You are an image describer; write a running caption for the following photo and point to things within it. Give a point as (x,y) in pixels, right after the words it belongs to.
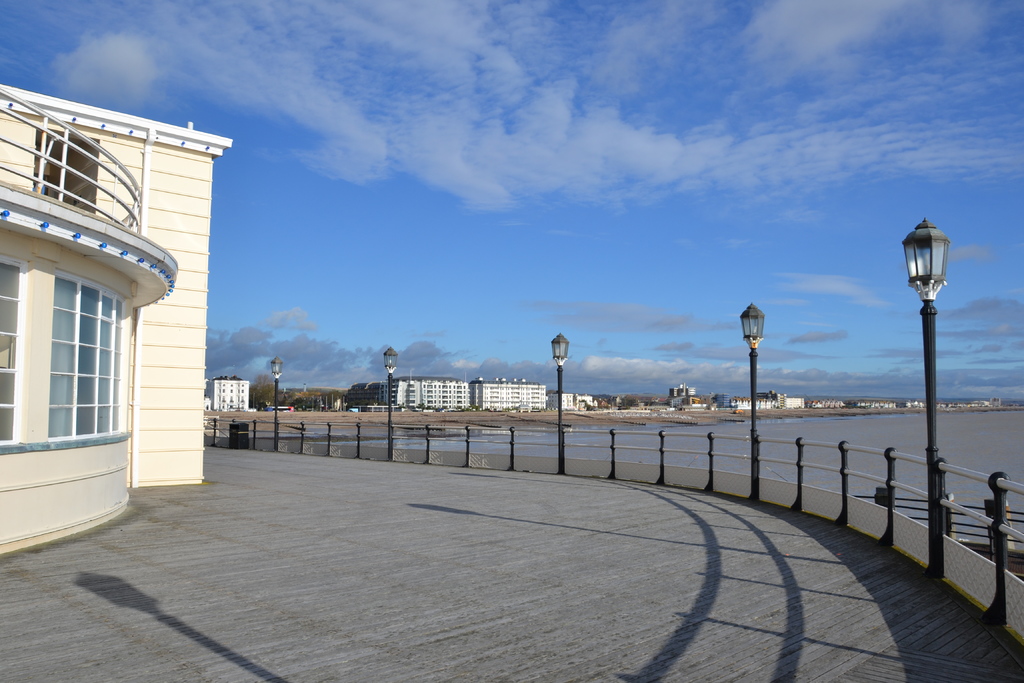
This picture is clicked outside the city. At the bottom of the picture (589,567), we see a road (657,592). Beside that, we see an iron railing (1001,577) and the street lights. Beside that, we see water (842,429). On the left side (23,361), we see a building (112,366) in white color. We even see windows (97,404). There are many buildings (486,399) and trees (625,401) in the background (515,405). At the top of the picture (430,134), we see the clouds (507,164) and the sky (458,117), which is blue in color.
